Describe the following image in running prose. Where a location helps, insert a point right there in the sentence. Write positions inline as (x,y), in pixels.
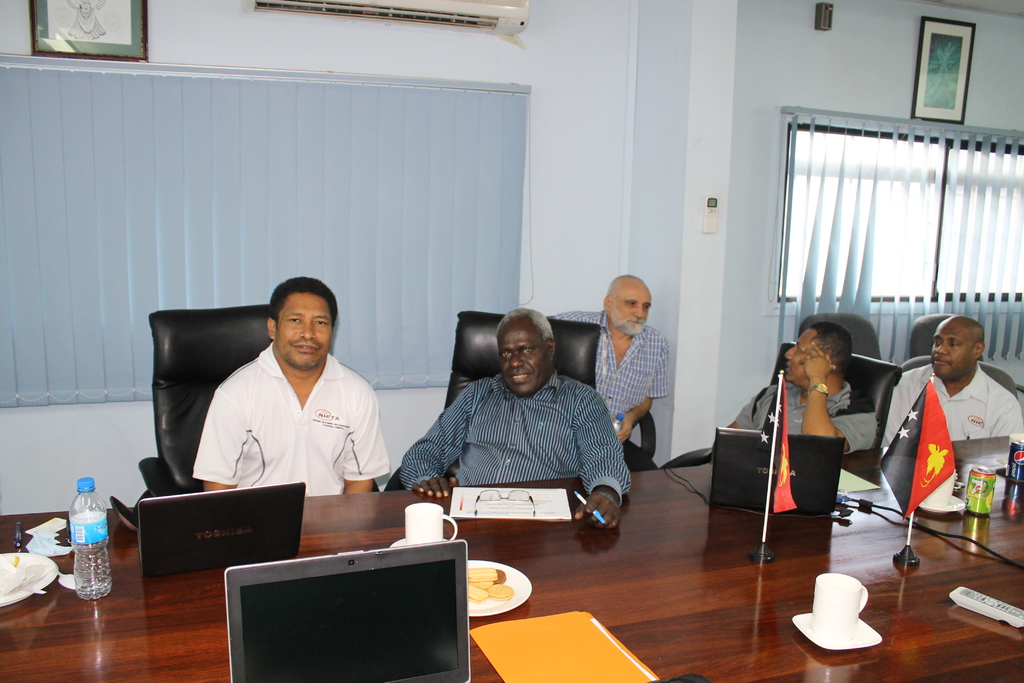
In this image, we can see five people (967,349) are sitting on a chair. At the bottom (648,629), we can see a wooden table (663,596), so many things (987,468), items (987,468) are placed on it. Background (568,269) we can see a wall (583,187), glass windows (793,198), shades (967,209). Top of the image (962,86), we can see photo frames (119,40), air conditioner (481,22). Here we can see few people (610,483) are holding some objects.
